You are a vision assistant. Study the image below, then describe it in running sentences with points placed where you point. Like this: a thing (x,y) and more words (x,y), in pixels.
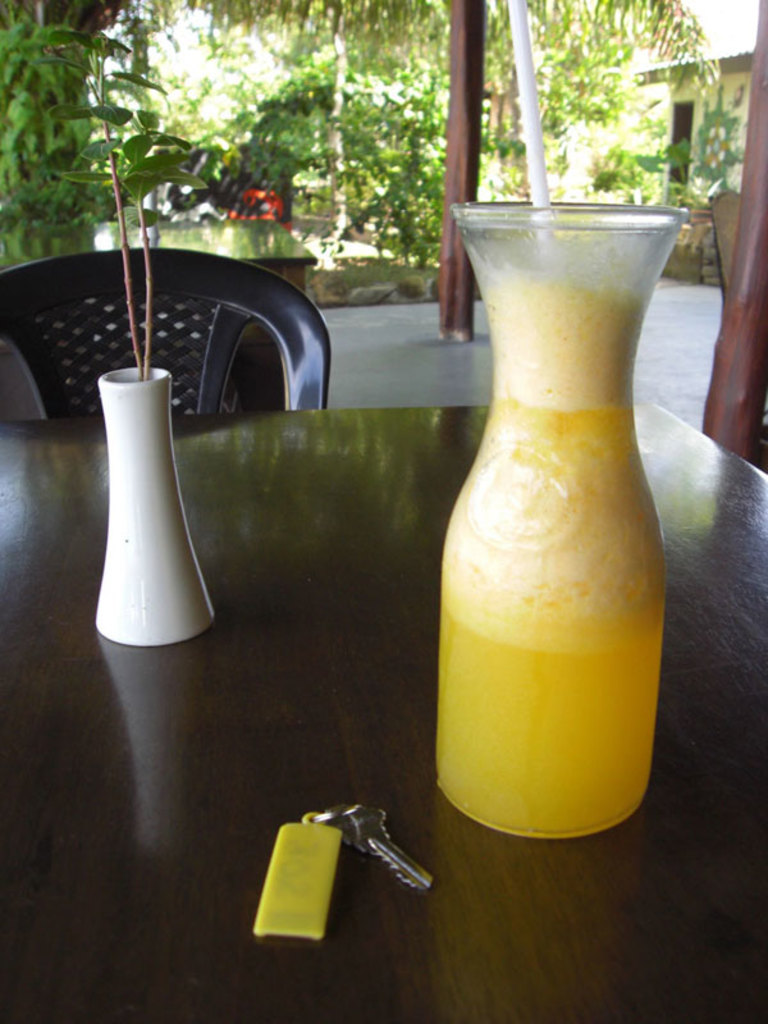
In front of the image there is a table (503,852) and chair (262,308). Above the table (150,821) there is a vase (203,581), key (295,846), flask (575,575) along with juice (551,536) and straw (521,70). In the vase (158,489) there is a plant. In the background (745,257) we can see pillars (764,192), table (274,238), plants (423,238), designed wall (722,150) and trees (582,10).
